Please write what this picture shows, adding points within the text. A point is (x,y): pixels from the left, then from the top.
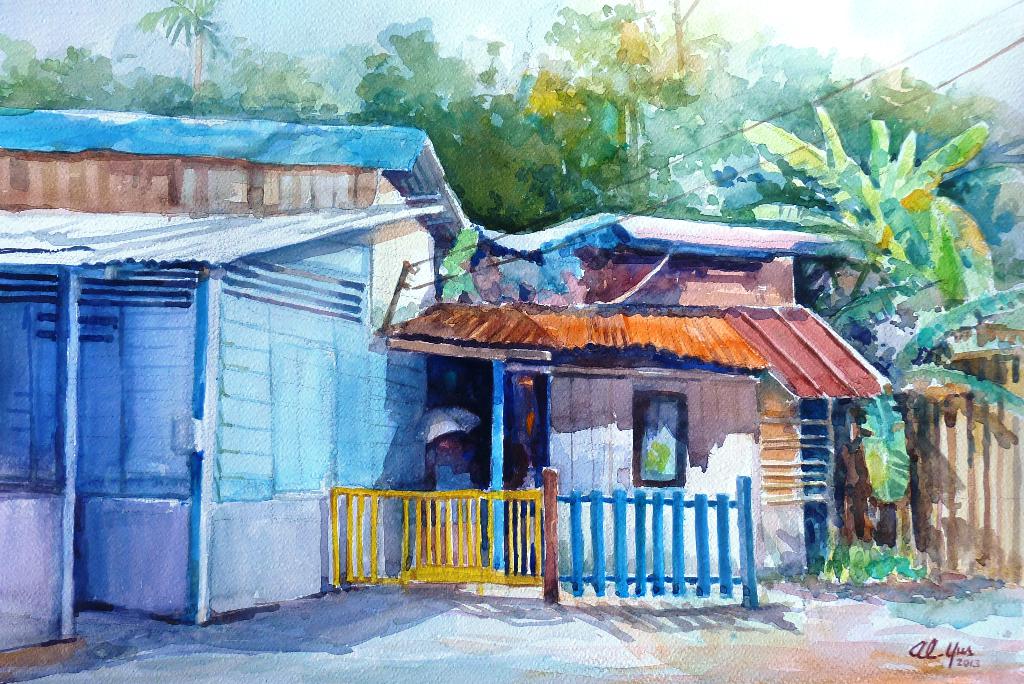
In this picture I can see there is painting (515,359) and there are few buildings (421,263), trees (590,207) and the sky (481,14) is clear.
